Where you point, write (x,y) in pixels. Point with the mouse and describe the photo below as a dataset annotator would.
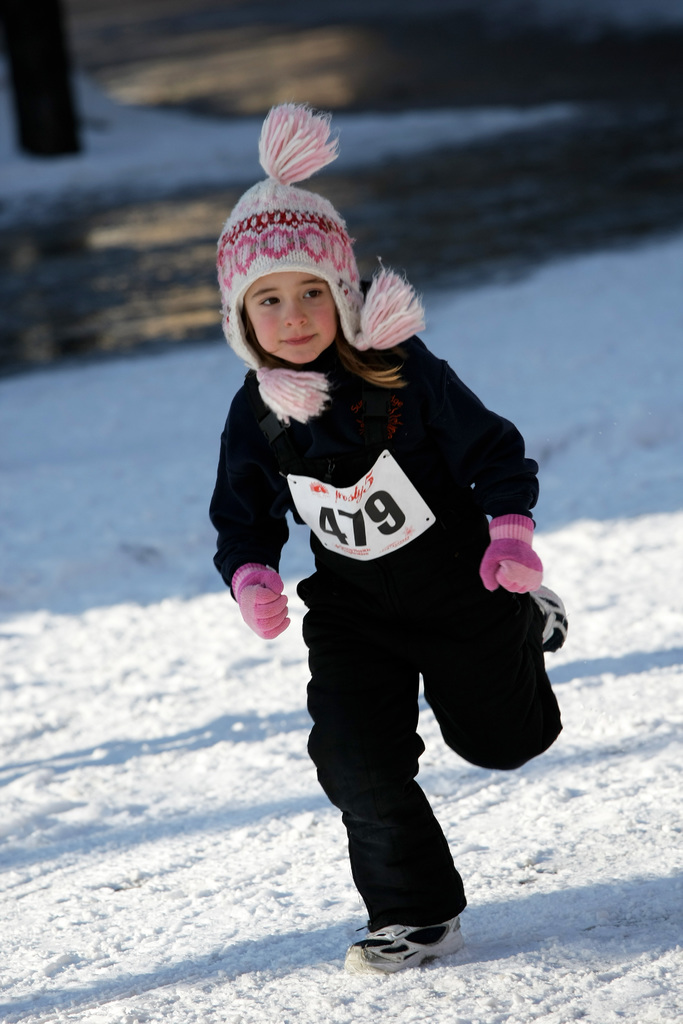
In the foreground of this image (389,597), there is a girl (405,618) in black dress (393,591) wearing a cap (265,224), gloves (266,592) and shoes (423,937) and it seems like she is running on the snow surface (128,875). In the background (142,345), it seems like there is water (164,238) at the top (181,60).
